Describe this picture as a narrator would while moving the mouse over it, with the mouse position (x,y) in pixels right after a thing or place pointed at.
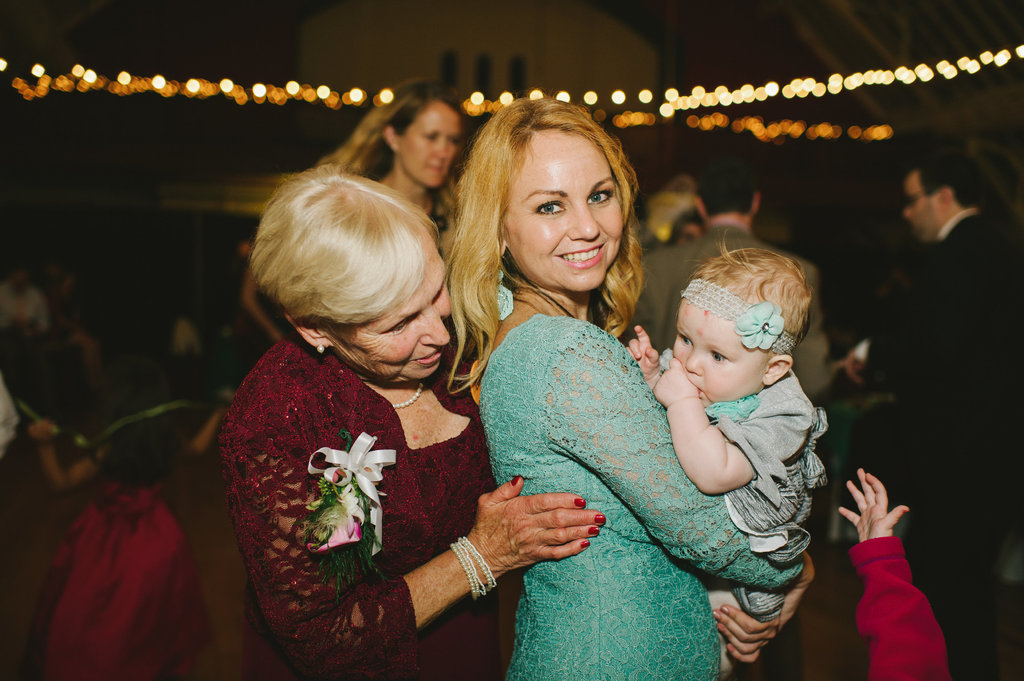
In the center of the image (416,428) we can see women (374,478) standing. In the background (888,158) we can see persons (391,144), lighting (229,86) and building (433,66).
